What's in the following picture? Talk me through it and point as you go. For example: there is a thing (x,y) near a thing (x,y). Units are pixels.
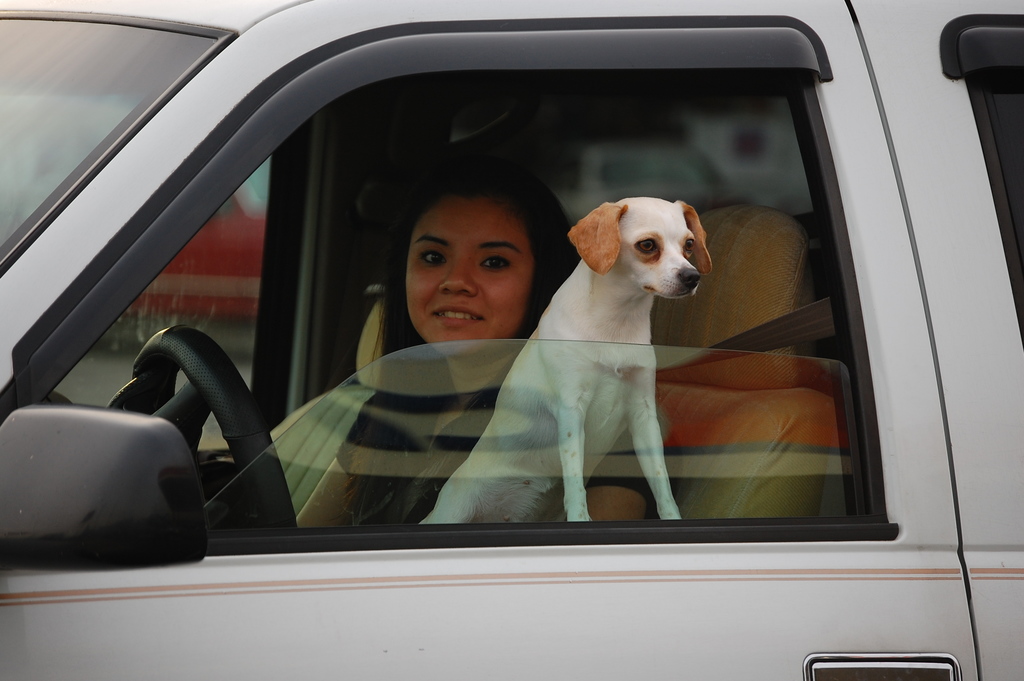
The picture is clicked outside a car (275,348) where a lady (427,310) is sitting in the car (316,433) and the dog (629,368) is viewing from the window (589,353).
